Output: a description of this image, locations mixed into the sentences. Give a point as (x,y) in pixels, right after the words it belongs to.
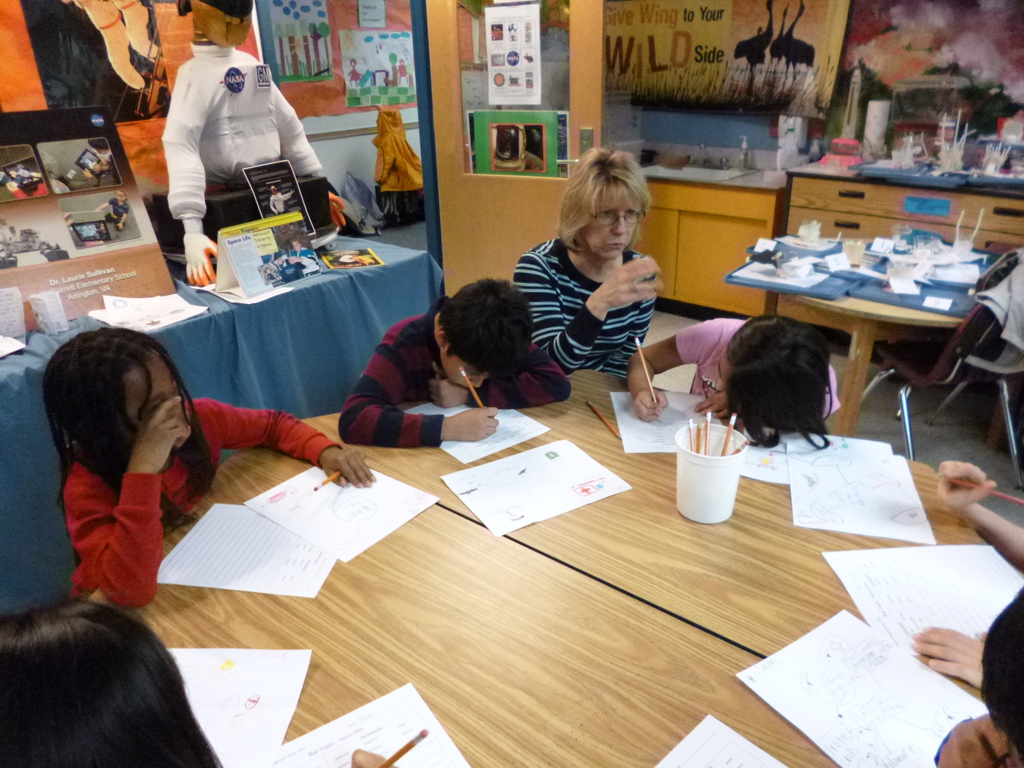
In this image we have a group of children (752,409) and a woman (622,298) who are sitting on the chair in front of the wooden table (571,573). On the table (352,580) we have a couple of papers (902,595) and few other objects (722,483) on it. On the right side of the image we have an empty chair (995,296) and a table (962,257). On the left side of the image (186,104) we have a doll (194,123) and table (258,339) with a blue color cloth (279,334) on it, on the right side of the image (758,177) we have cupboard (836,188) and a desk (823,186).
